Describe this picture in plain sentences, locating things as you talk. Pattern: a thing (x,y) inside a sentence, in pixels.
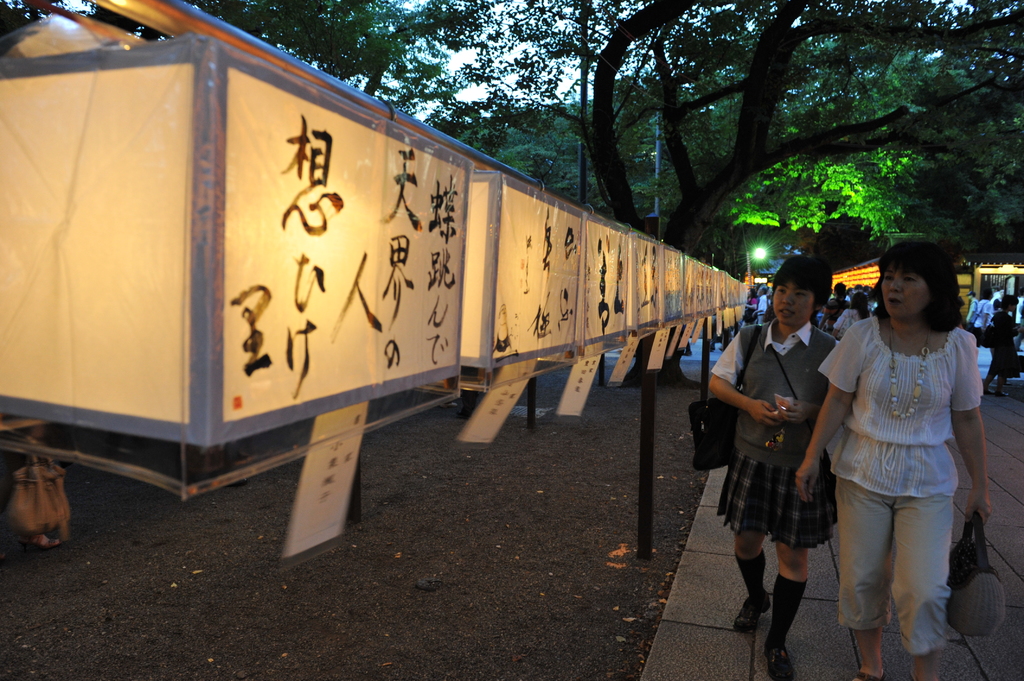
In this image, we can see two persons (864,391) wearing clothes (762,452) and walking beside boxes (474,298) contains lights (693,278). There is a tree (729,81) at the top of the image (514,67).
